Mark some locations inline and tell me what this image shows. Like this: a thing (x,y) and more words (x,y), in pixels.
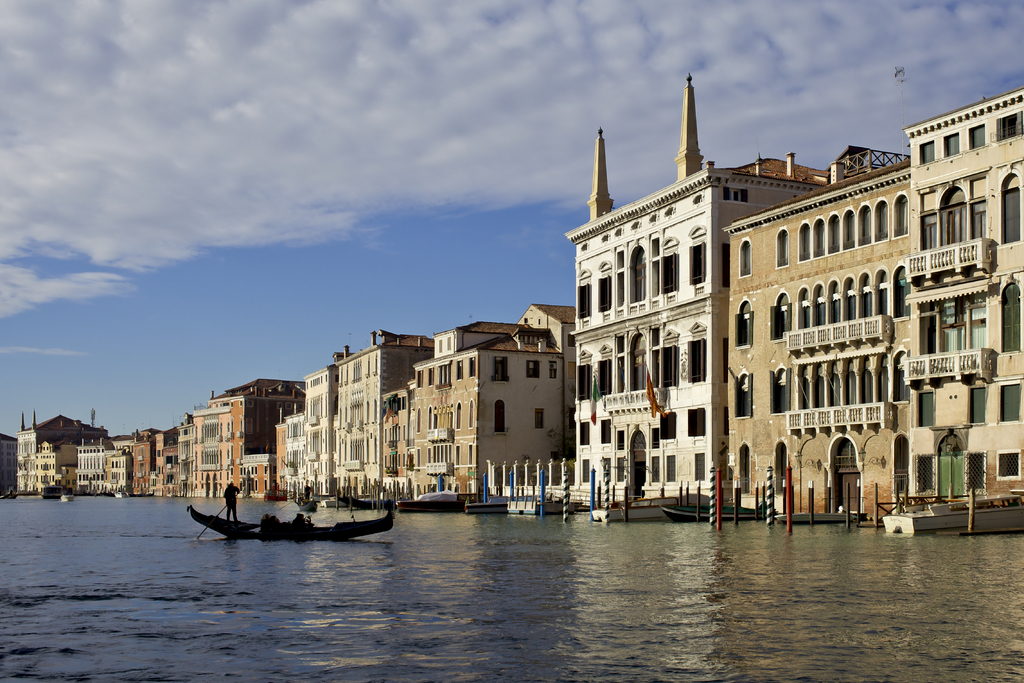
In the foreground of this image (396,542), there is a boat (241,527) and a man (230,496) standing on it is on the water (455,623). In the background (720,433), there are buildings (856,352) and the poles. On the top (369,172), there is the sky (324,287).
